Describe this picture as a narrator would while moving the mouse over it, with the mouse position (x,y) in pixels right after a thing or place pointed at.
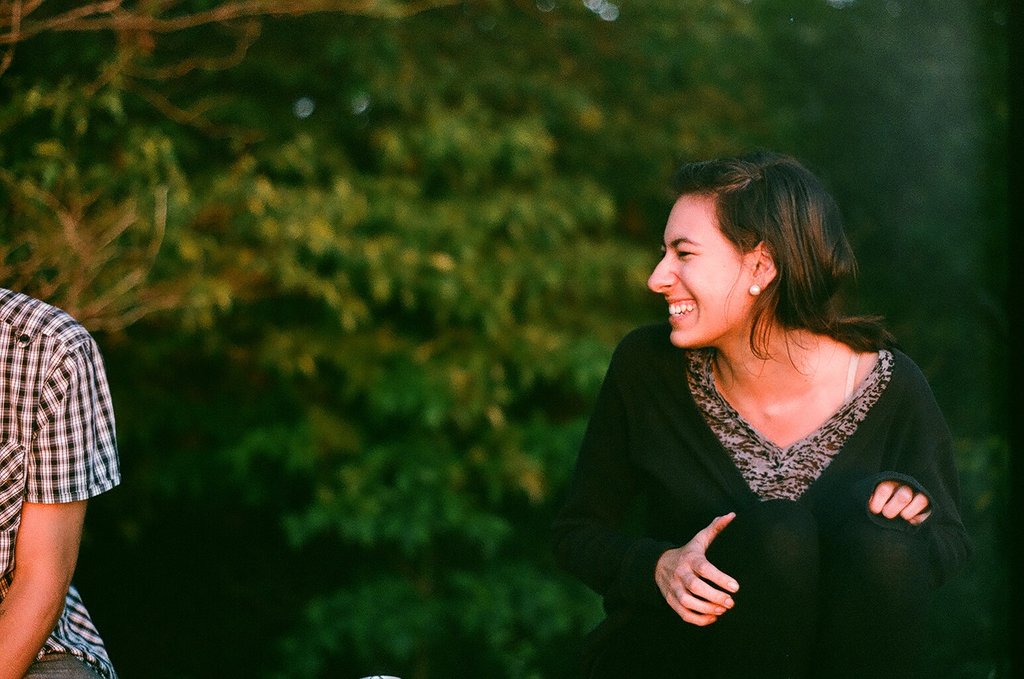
On the right side (837,420) there is a lady (833,381) sitting and smiling. On the left side (32,419) there is a person (41,436). In the background (445,180) it is green and blurred.
